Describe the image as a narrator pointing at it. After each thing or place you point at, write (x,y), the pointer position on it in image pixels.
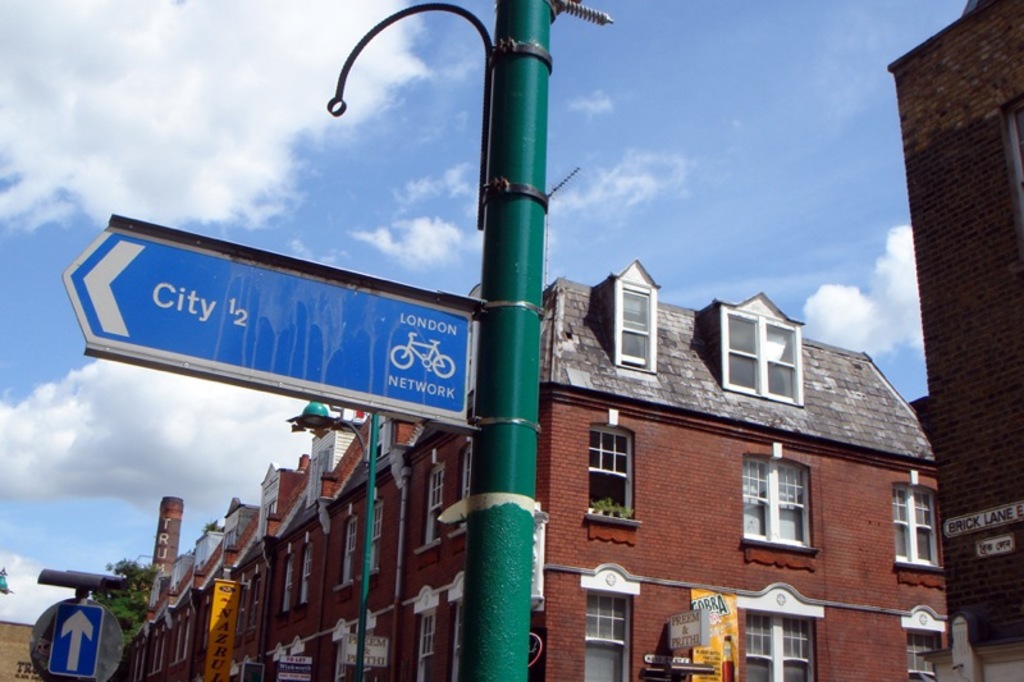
In this picture we can see signboards (344,369), poles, banners (232,641), buildings (390,520) with windows (607,597), name boards (1005,519), house plants (600,504), trees (139,591) and in the background (143,558) we can see the sky (718,146) with clouds (176,414).
